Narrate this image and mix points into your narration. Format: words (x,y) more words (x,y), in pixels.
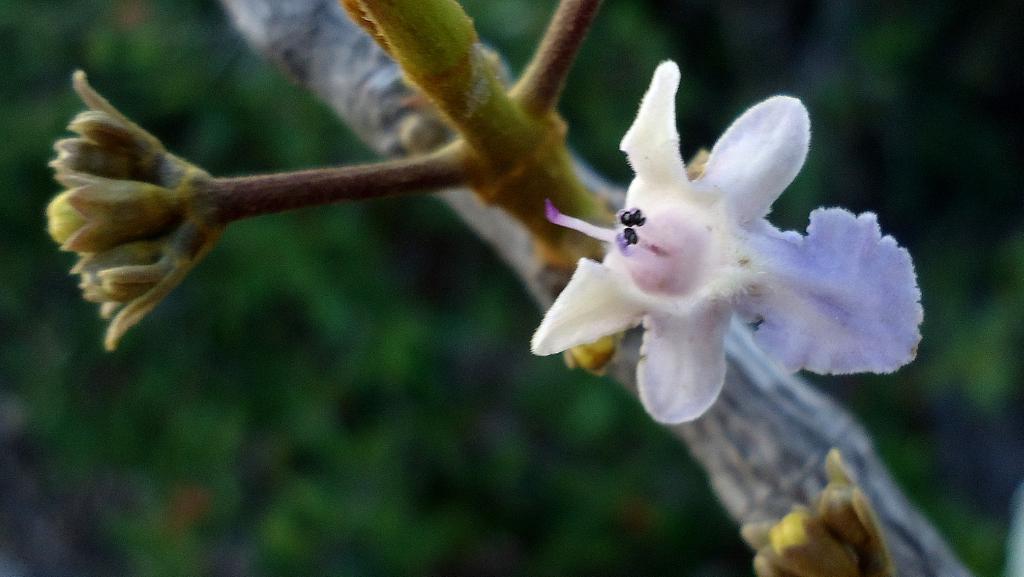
In this image we can see some flowers (596,285) to the stem (491,219) of a plant (695,436).
